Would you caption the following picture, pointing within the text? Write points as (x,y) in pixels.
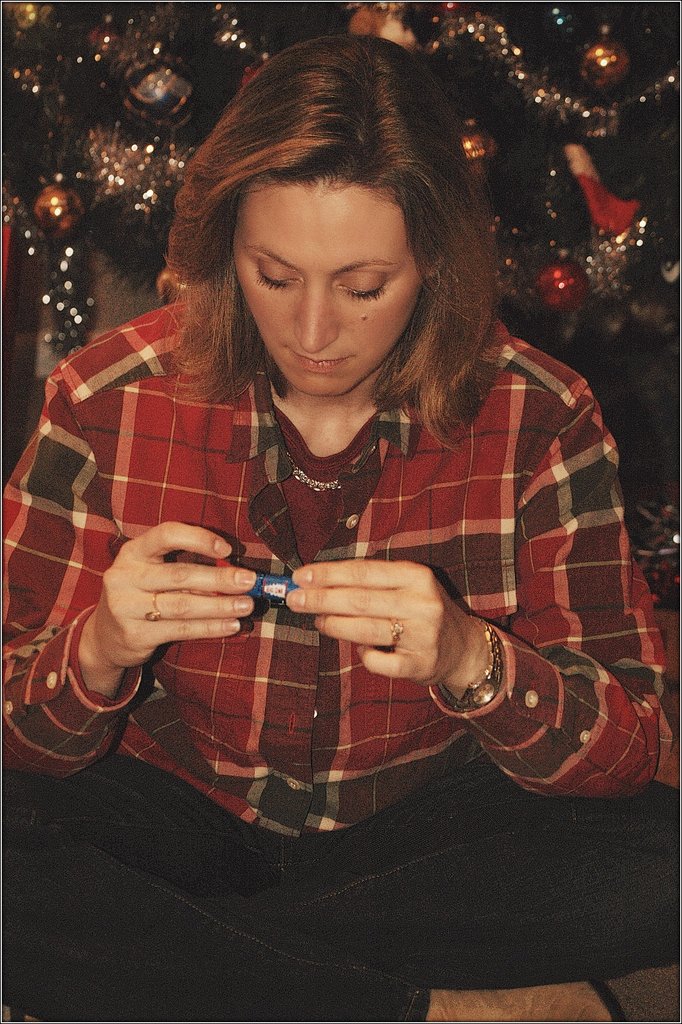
In this image we can see a woman (281,703) holding an object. Behind the woman (308,224) we can see the decorative items (223,91).
